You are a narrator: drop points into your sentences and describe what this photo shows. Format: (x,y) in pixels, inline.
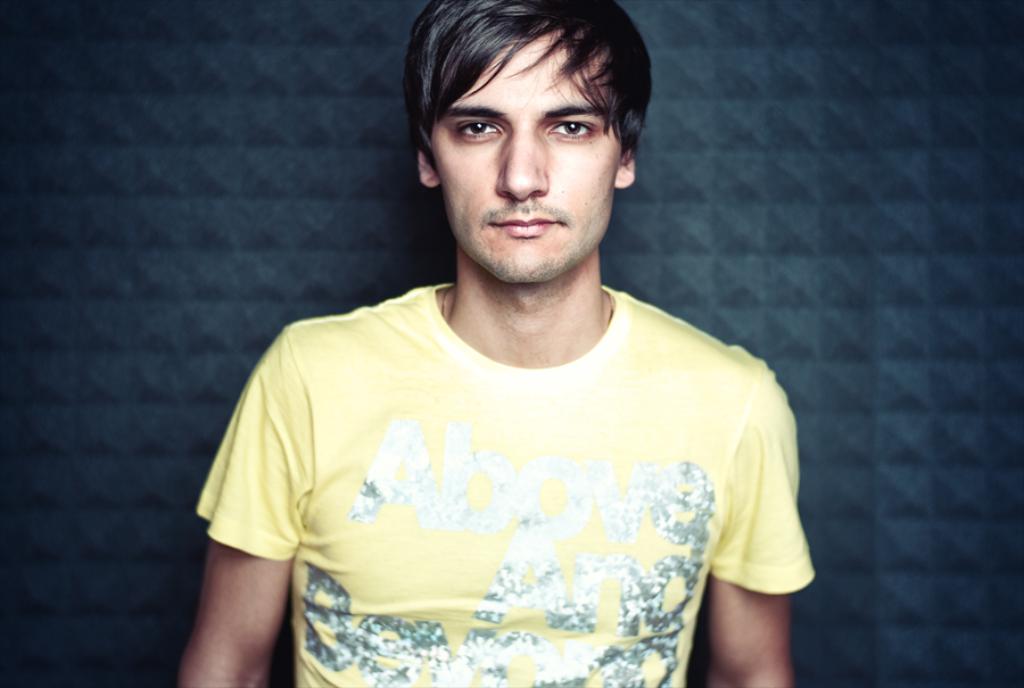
In this image I can see a person (632,493) wearing a yellow color t-shirt (324,360) and in the background (387,298) I can see the blue color.
